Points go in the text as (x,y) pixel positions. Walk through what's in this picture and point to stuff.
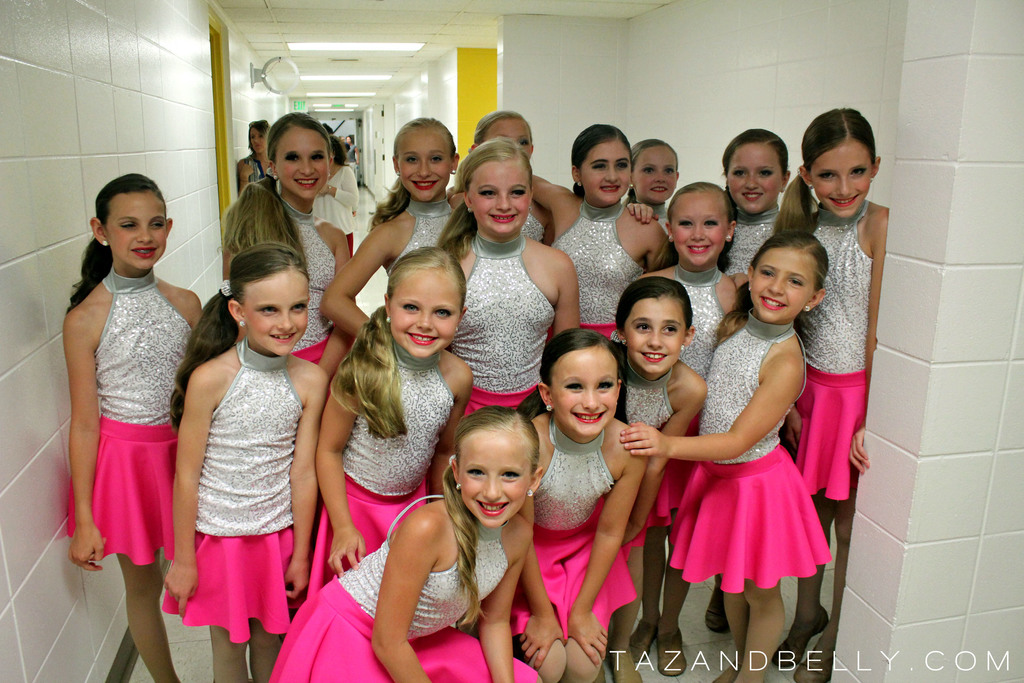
In this picture we can see a group of girls (761,181) standing on the floor (182,626) and smiling and at the back of them we can see some people (356,149), lights (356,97), walls (469,95) and some objects (287,74).
